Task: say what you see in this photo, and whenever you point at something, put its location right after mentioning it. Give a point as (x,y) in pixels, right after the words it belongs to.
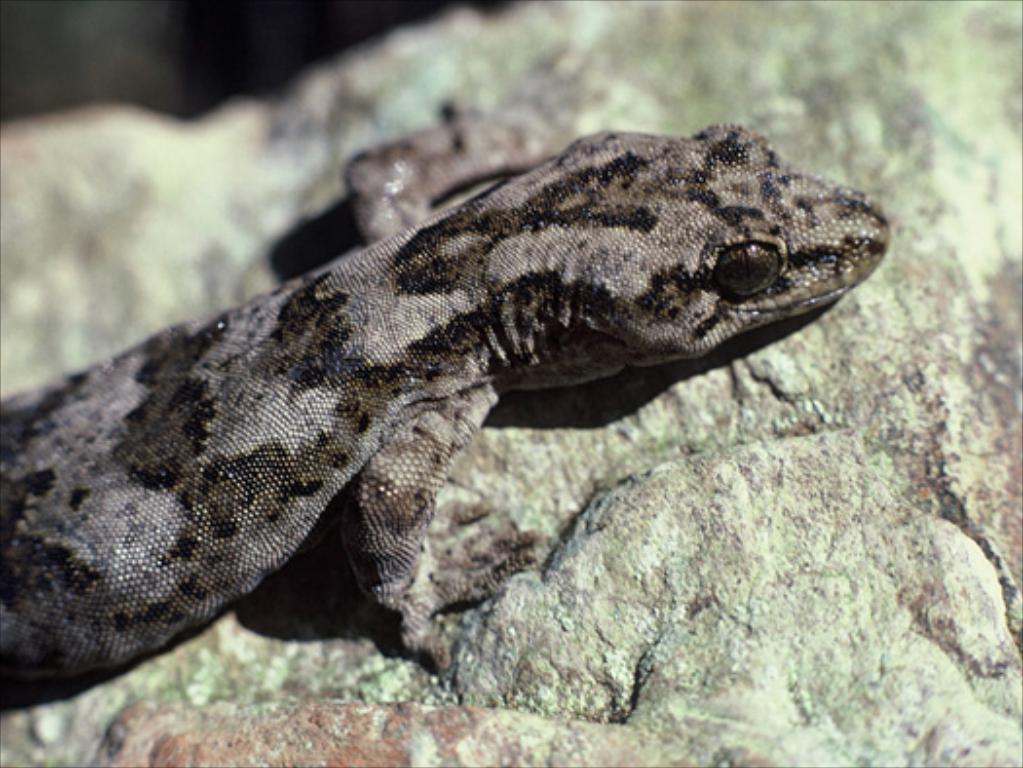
In this image there is a lizard (534,370) on a stone (400,114).
